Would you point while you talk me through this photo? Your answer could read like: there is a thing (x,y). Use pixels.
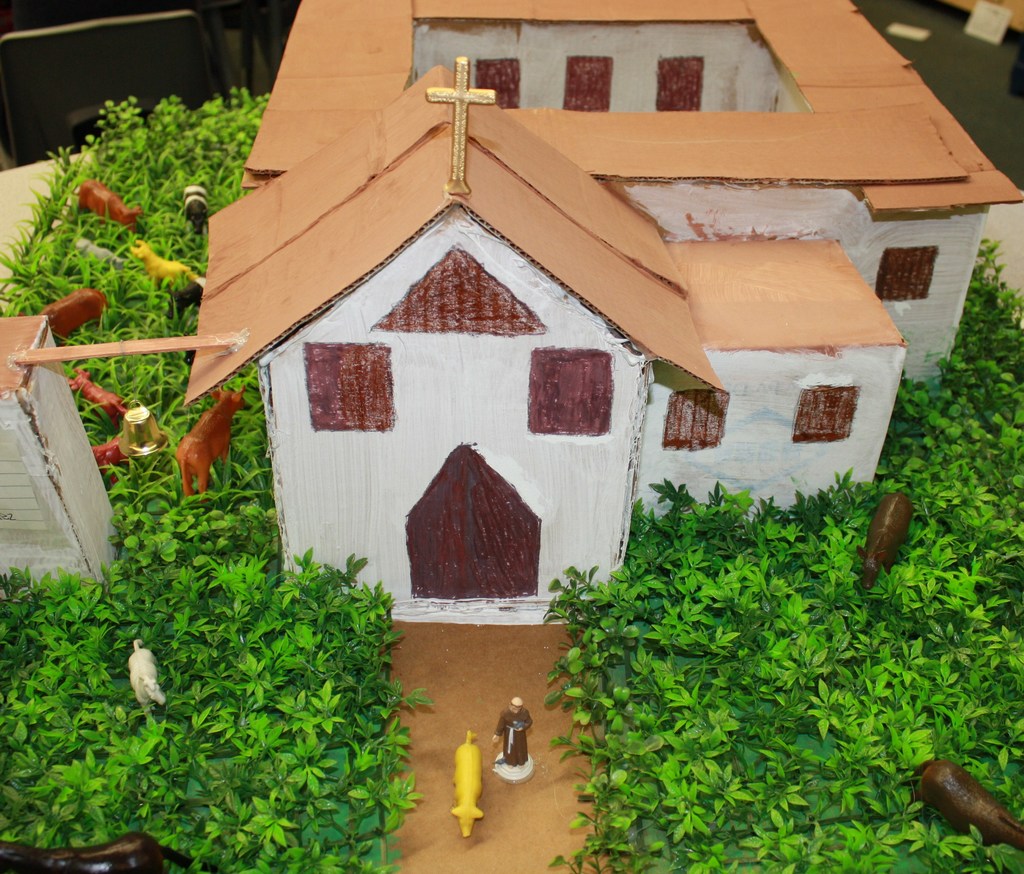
In the center of the image (573,445), we can see a house (410,381) made with cardboard (571,376) and in the background (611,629), there are artificial animals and plants (625,683).
